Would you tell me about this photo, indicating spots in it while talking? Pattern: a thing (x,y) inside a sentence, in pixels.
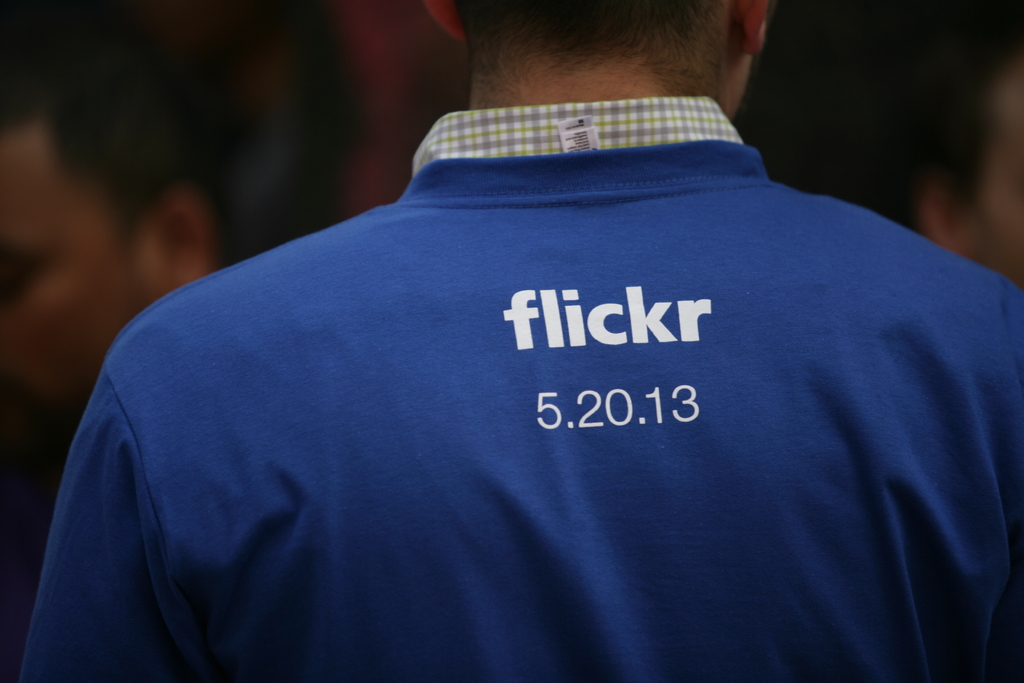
In this image we can see few people (405,269). A person (613,361) is wearing a shirt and a T-shirt (624,325) in the image. On T-shirt (570,368) we can see some text (689,394) printed on it.
